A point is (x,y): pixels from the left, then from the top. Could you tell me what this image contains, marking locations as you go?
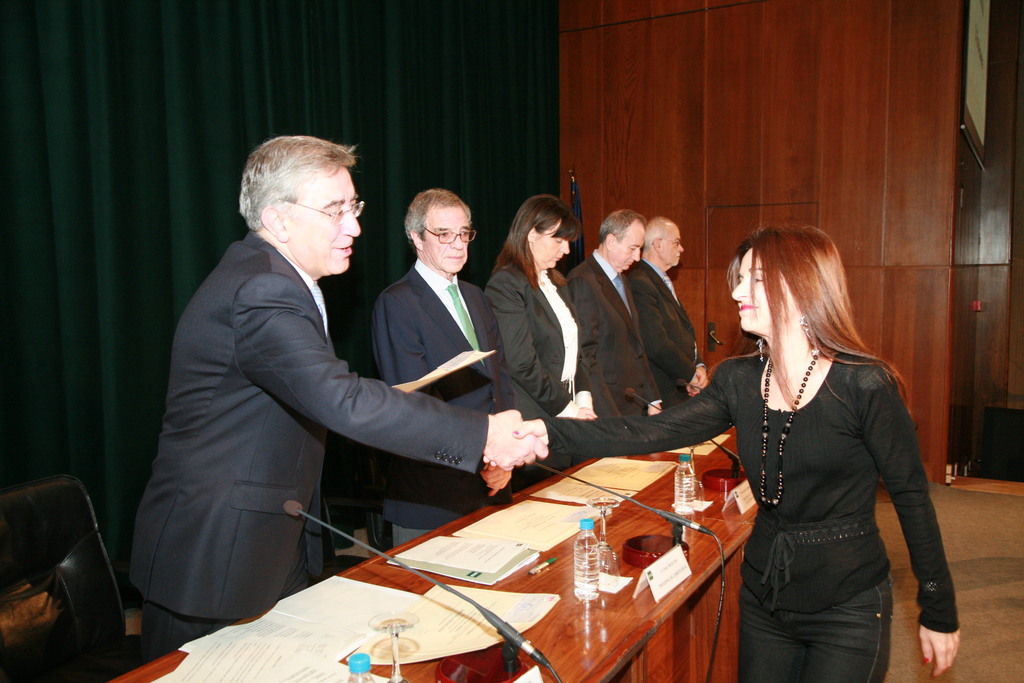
Here we can see some persons (524,391) are standing on the floor (985,629). This is table (560,589). On the table (629,609) there are bottles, and papers (256,669). This is mike (285,506). And there is a chair (112,572). On the background (734,304) there is a door (730,243) and this is curtain (419,97).
